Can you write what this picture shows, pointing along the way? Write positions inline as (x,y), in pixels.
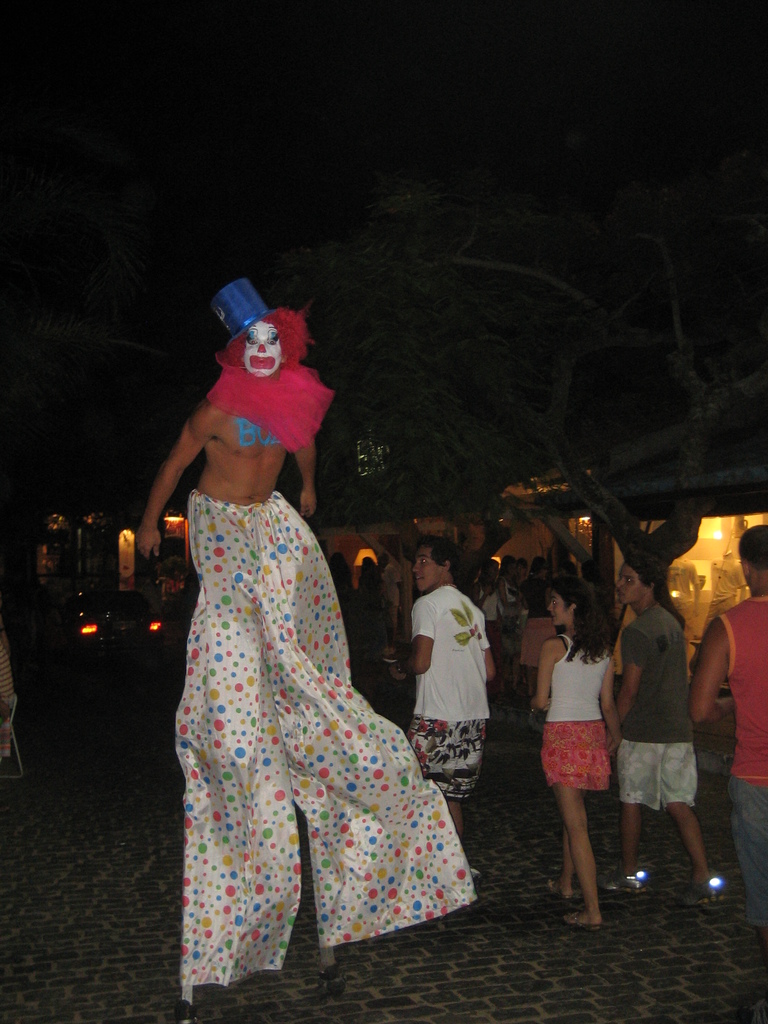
In this image we can see the house (124,546) with lights (133,548) and there is the vehicle (128,618) parked in front of the house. And there are people (560,690) walking on the ground (482,886) and we can see the person (246,465) in a costume (252,390).
